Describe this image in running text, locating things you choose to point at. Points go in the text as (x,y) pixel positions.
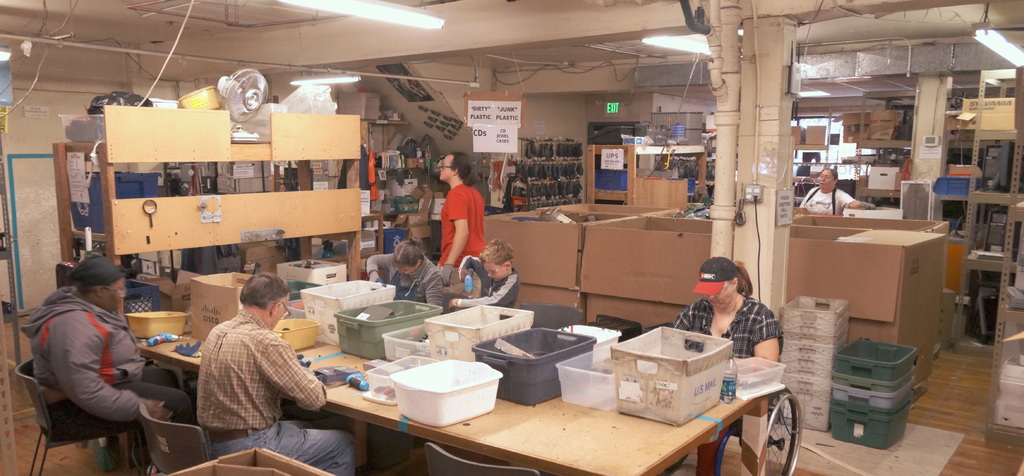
Here we can see a five people (400,246) who are sitting on a chair (176,459) in front of a wooden table (626,427) and they are working. Here we can see a woman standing on the right side (811,215). There is a person (446,249) at the center (447,263) and he is looking for something.
